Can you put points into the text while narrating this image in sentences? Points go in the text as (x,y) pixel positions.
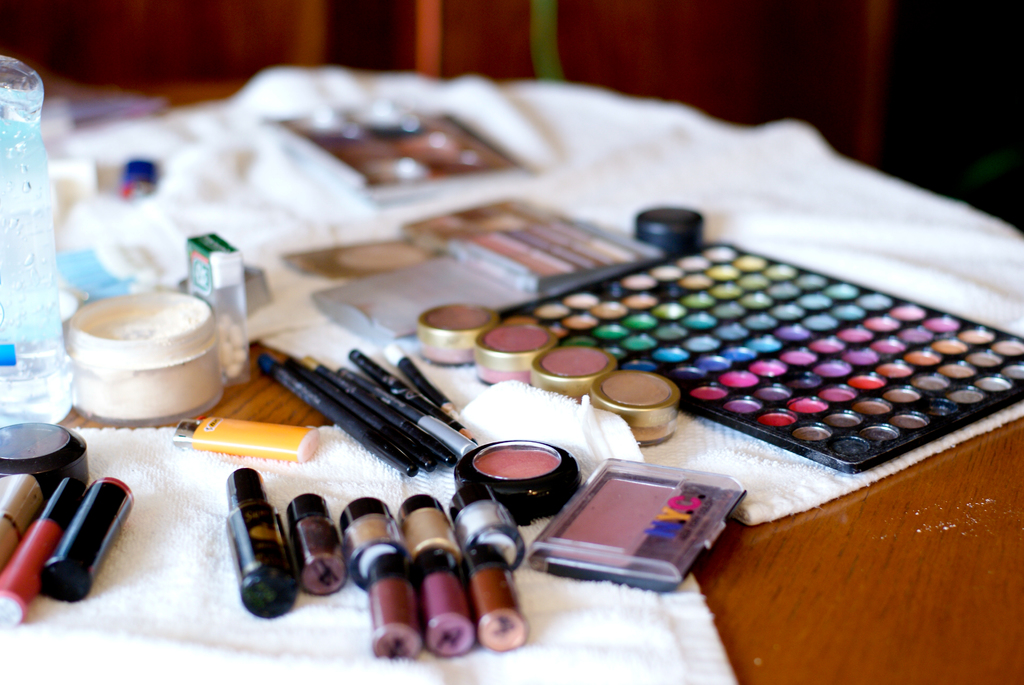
In this image I can see few cosmetics (637,423) and few objects (19,397) on the white color clothes (591,584) and the clothes (776,466) are on the brown color surface (794,551). Background (314,23) is blurred.
